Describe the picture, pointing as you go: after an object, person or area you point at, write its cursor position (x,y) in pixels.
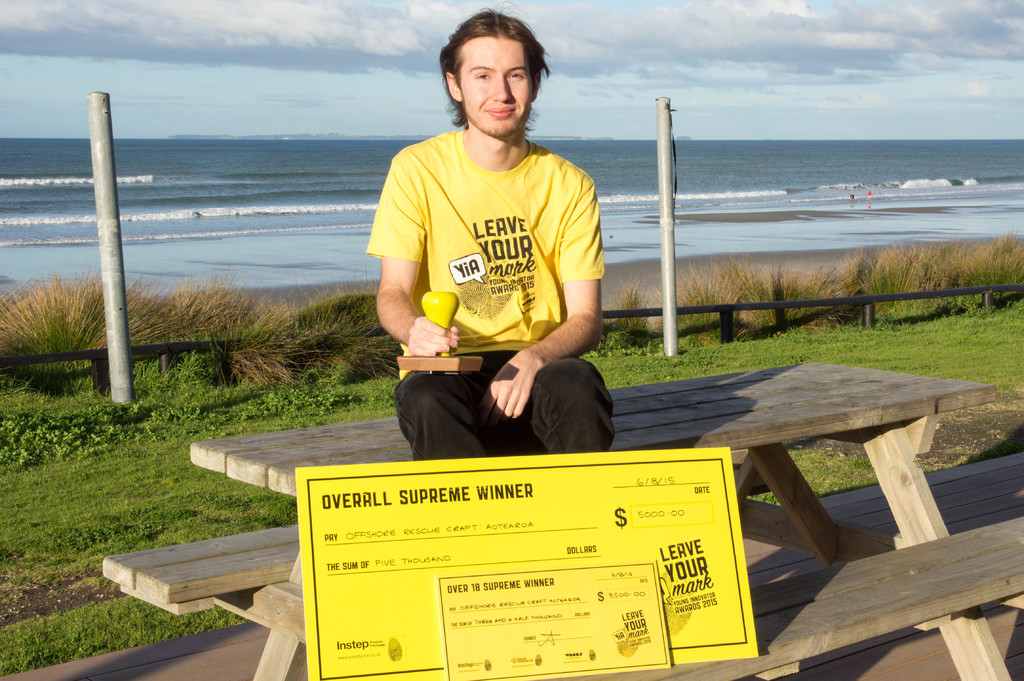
A man (488,198) with yellow t-shirt (510,206) is holding one item (449,353) in his hand (428,347). In front of him there is a voucher (502,603) with yellow color. And in the background (182,286) there is a sea (227,241), grass (275,412), plants (230,416) and two iron rods (124,284), and a cloudy sky (566,60).
